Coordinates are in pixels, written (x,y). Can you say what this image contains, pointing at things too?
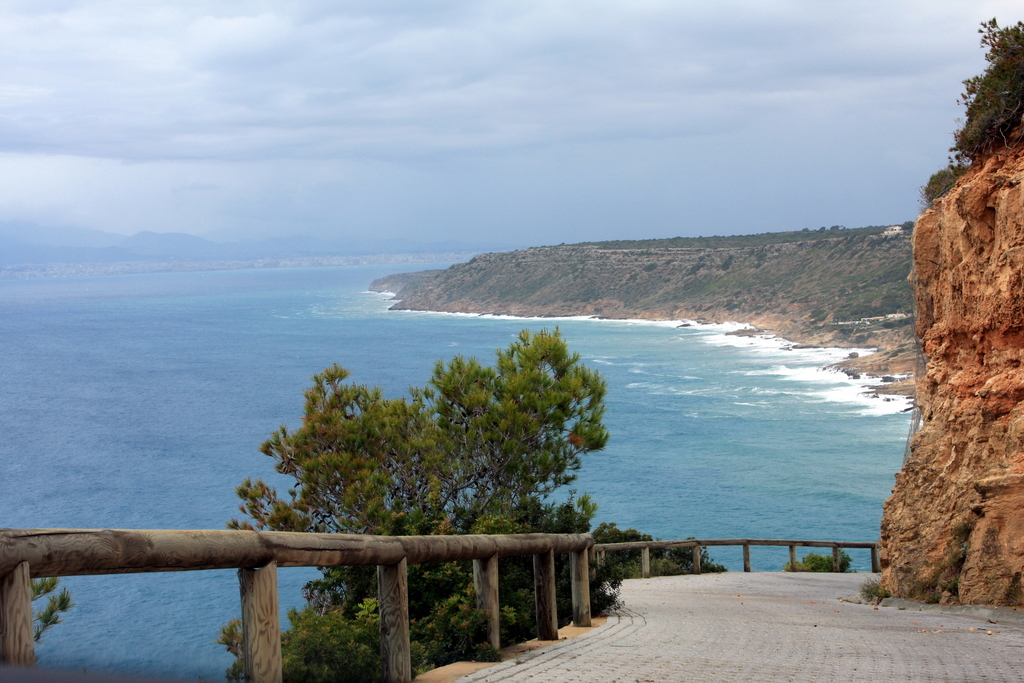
In this image at the bottom (698,645) there is a walkway (736,599) and some wooden sticks (497,595), plants (521,575) and a wall (940,460). In the background (795,289) there are some mountains (817,300) and a sea (257,389), on the top of the image (331,152) there is sky (432,165).
